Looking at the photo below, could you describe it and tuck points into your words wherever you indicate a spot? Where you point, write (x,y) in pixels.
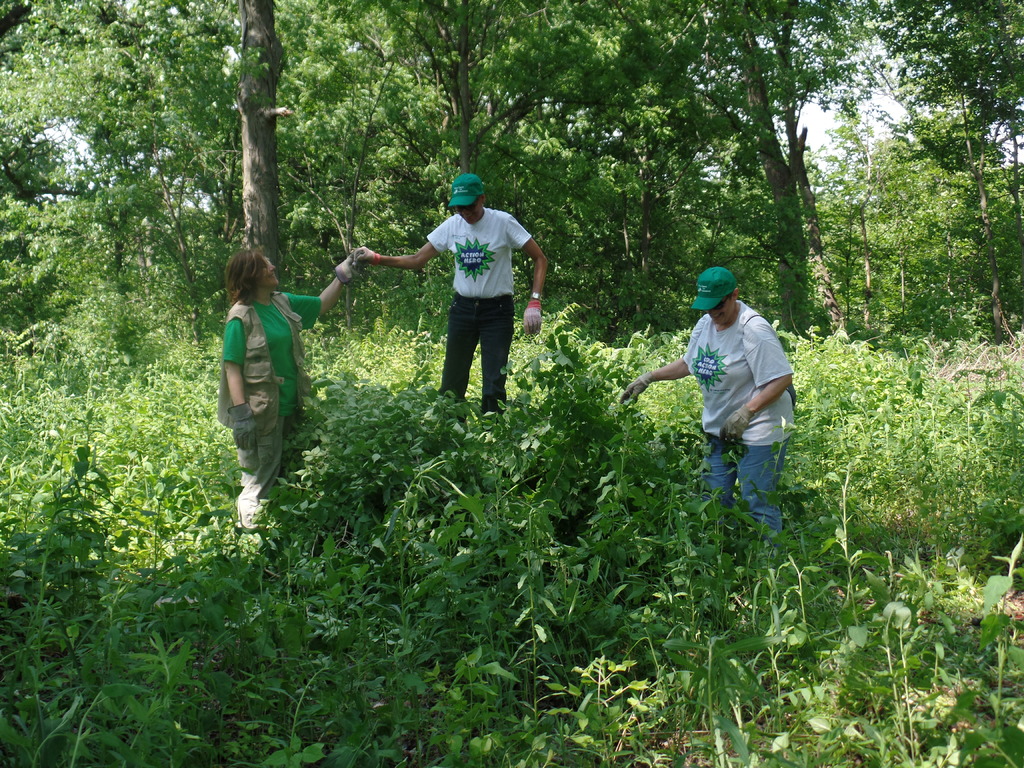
In this image there are three persons (723,400) wearing gloves (636,394), there are plants (733,592), there are trees (328,110), there is the sky (824,124).
